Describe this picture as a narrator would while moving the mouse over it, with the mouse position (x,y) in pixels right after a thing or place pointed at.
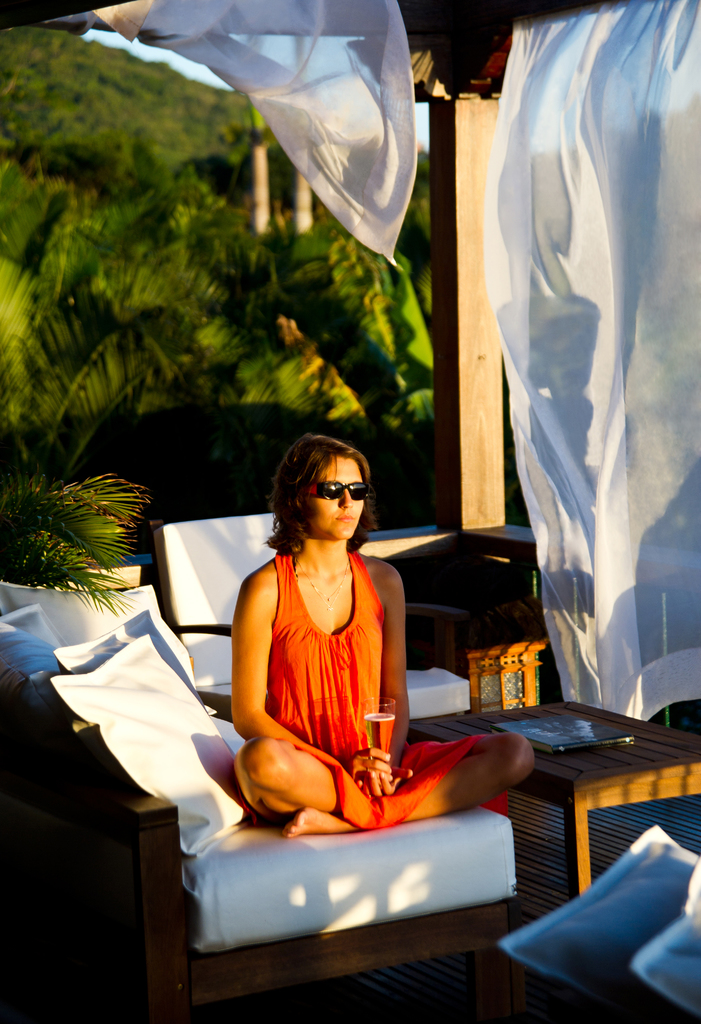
I can see the woman (303,615) holding the glass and sitting. This is a couch (226,839) with white color cushions (154,680). This is a wooden table (578,753) with a book (599,743) on it. These are the white clothes (557,139) hanging. At background (71,462) I can see plants (127,303) and trees (237,323). I think this is the wooden pillar (453,209).
